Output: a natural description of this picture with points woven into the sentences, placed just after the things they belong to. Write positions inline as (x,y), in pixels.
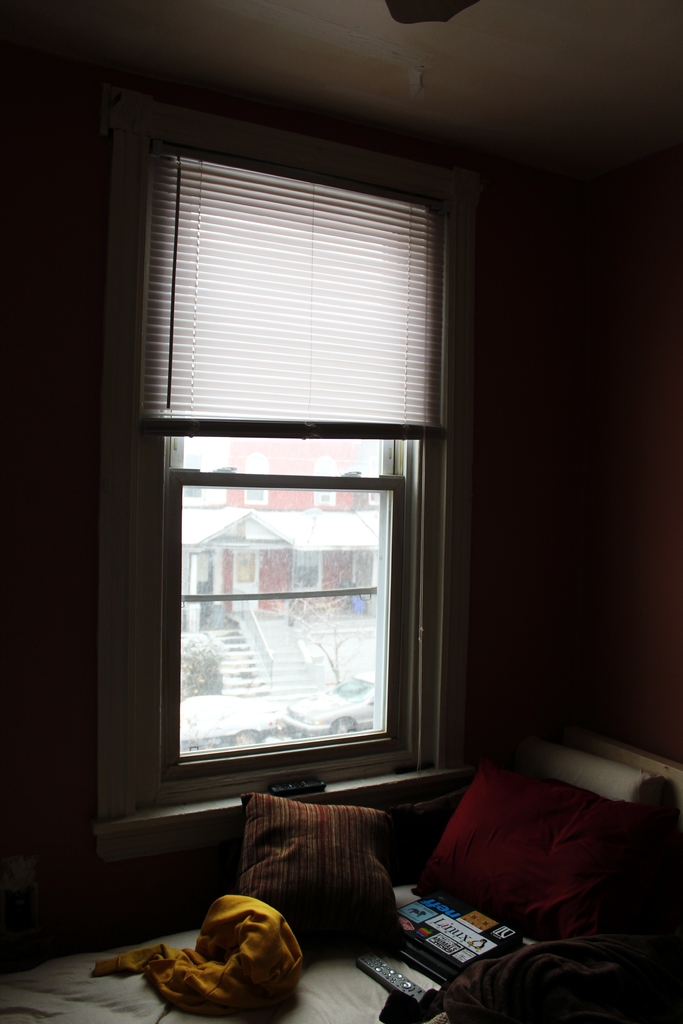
This image is taken indoors. In the background (503,519) there is a wall (499,539) with a window (210,517) and there is a window blind (220,312). Through the window (285,624) we can see there is a house (281,600) and there is a ground (280,695) covered with snow (246,693). There are two cars (253,731) parked on the ground (285,702). At the bottom of the image (314,996) there is a bed (301,1007) with a bedsheet (203,1023), a few pillows (556,917), a blanket (526,954) and a few things (449,919) on it.
